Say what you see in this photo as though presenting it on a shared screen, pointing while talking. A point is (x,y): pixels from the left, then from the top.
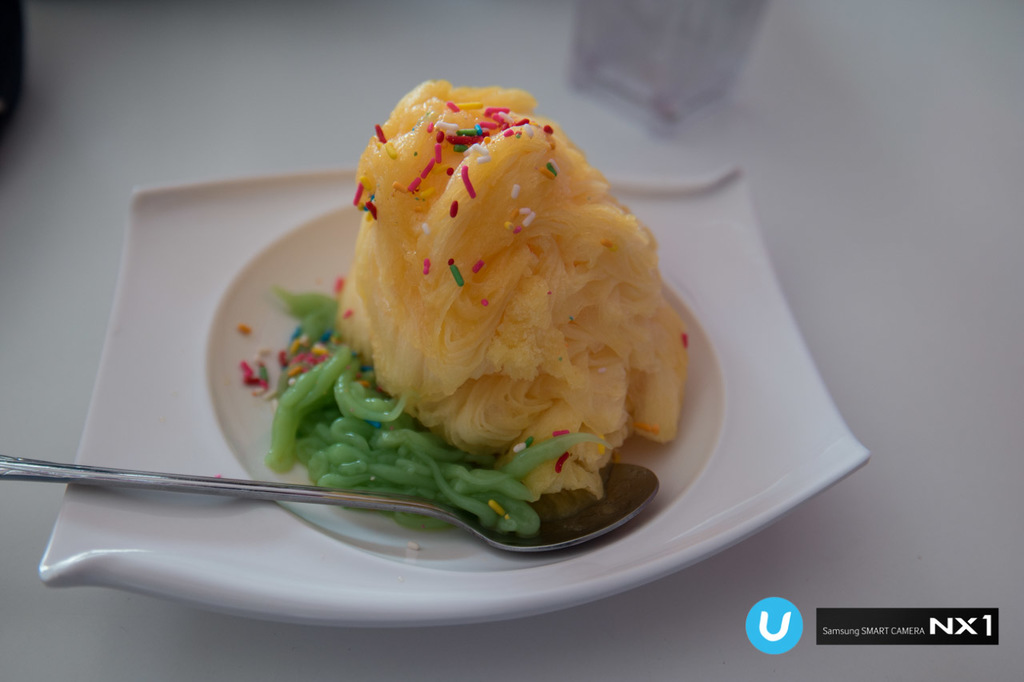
In this image I can see a white colour plate (650,185) and on it I can see a spoon (559,543) and different types of food (366,360). On the top side of this image (626,111) I can see a glass (747,12) and on the bottom right side (752,626) I can see a watermark (853,608).
